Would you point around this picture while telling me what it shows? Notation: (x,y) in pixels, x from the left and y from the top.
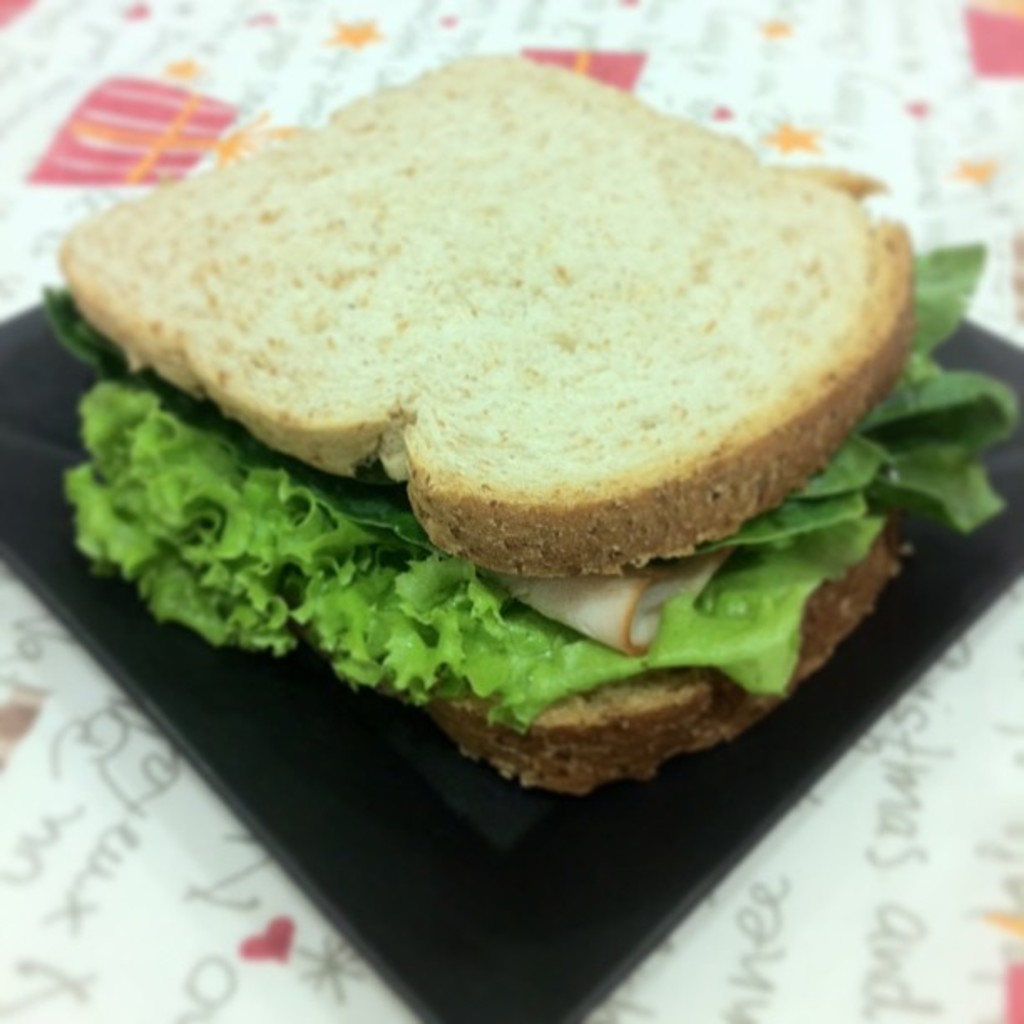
In this image we can see some food products (618,543). There is a black color plate (584,821) in the image.
